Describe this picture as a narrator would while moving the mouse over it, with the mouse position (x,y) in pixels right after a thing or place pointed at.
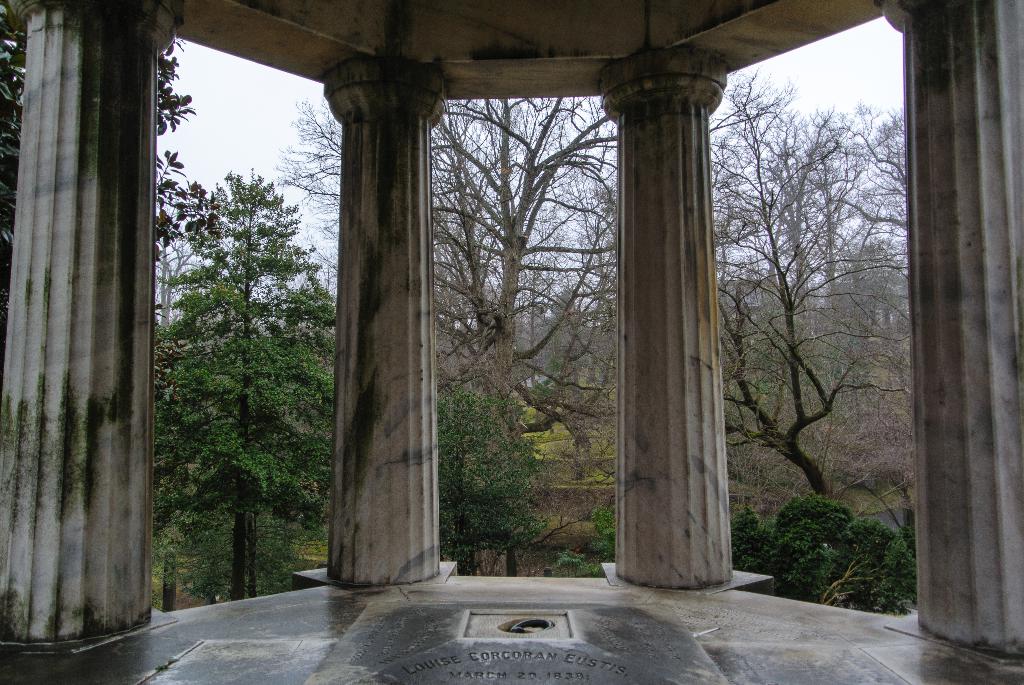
In the foreground of the picture (707,463) there is a building (193,621) and there are pillars (372,391). In the background (259,393) there are trees (817,458). Sky (248,110) is cloudy.
